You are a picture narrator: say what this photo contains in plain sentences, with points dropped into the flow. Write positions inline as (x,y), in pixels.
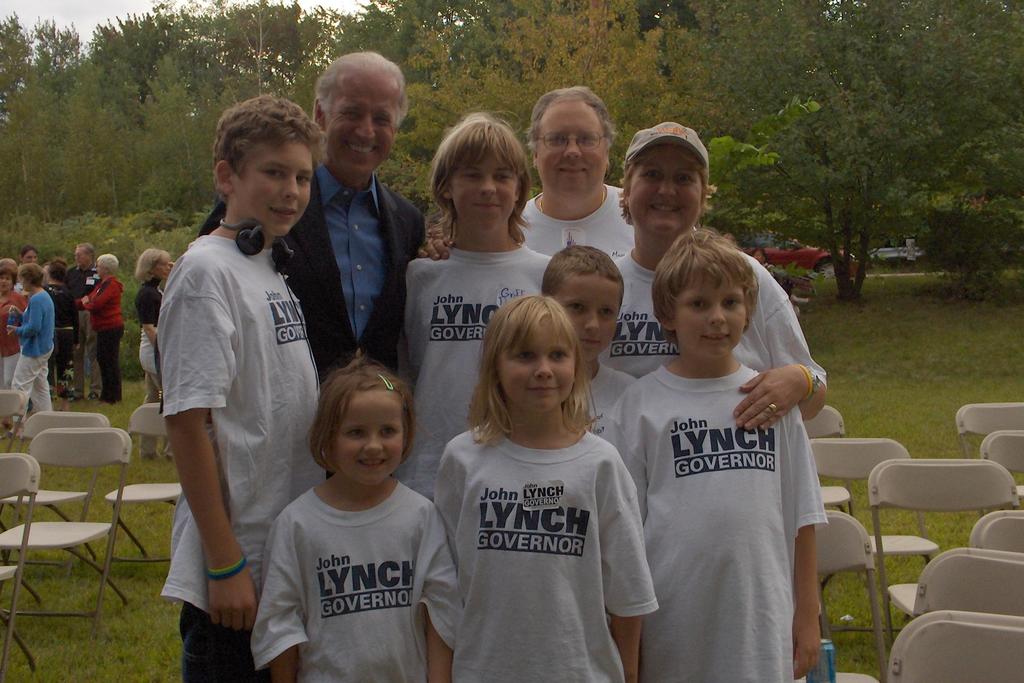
In this image I can see a group of people (644,403) are standing they wore white color t-shirts (604,476). There are chairs (77,426) on either side at the back side (997,113) there are trees (53,157).
